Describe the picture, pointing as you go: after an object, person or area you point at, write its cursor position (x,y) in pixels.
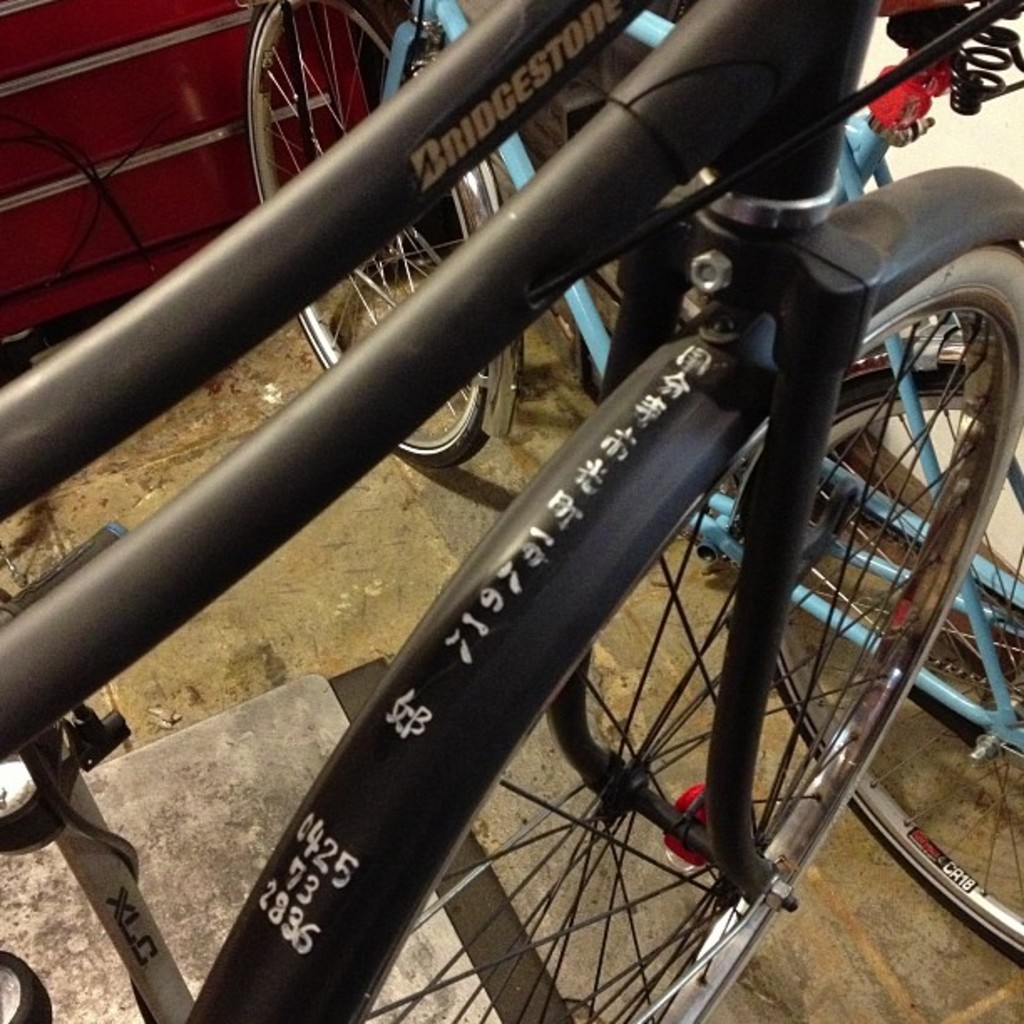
Here in this picture we can see bicycles (546,473) present on the ground (277,584) over there.
